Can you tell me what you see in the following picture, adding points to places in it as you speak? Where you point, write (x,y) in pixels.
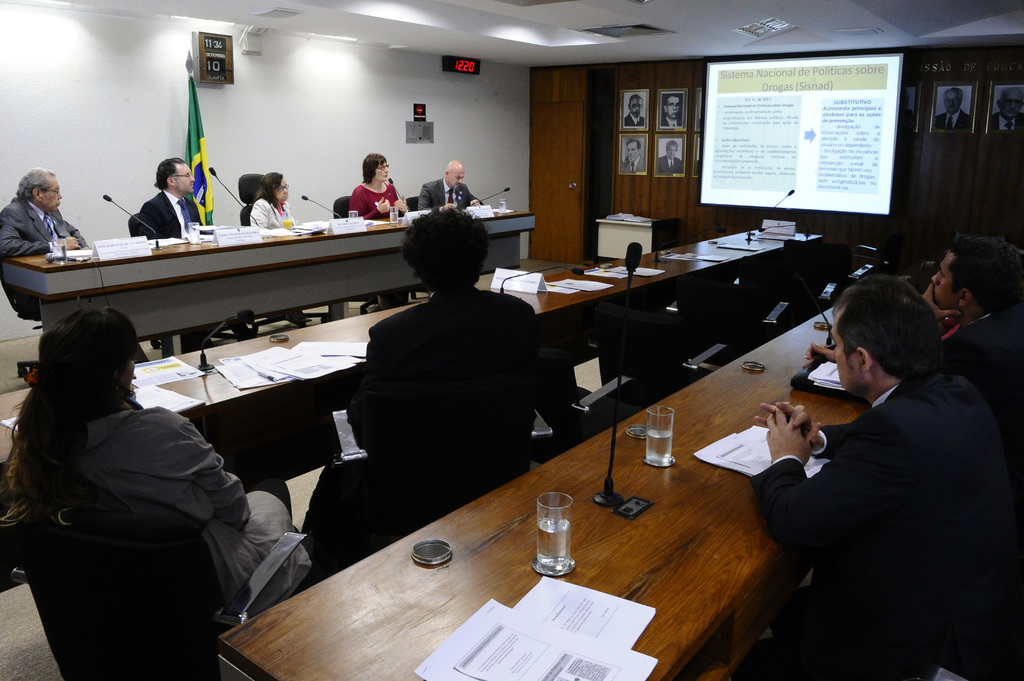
In this picture we can see some persons (944,343) are sitting on the chairs (663,331). This is table (393,612). On the table (535,555) there are glasses (661,416) and papers (613,284). Here we can see a screen (754,127) and these are the frames (634,150). On the background (356,96) there is a wall (300,107) and this is flag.
